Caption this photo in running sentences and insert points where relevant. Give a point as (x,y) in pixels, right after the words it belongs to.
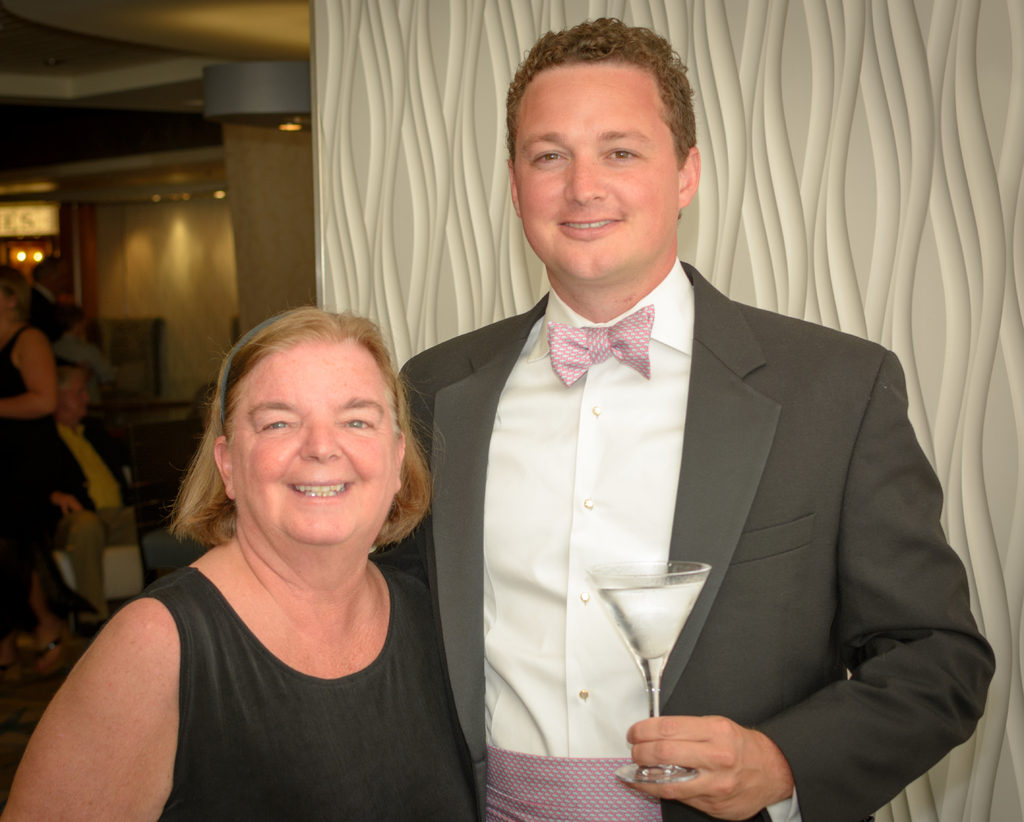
there is a man (672,693) holding a glass (662,670) beside him there is a woman (217,755).
